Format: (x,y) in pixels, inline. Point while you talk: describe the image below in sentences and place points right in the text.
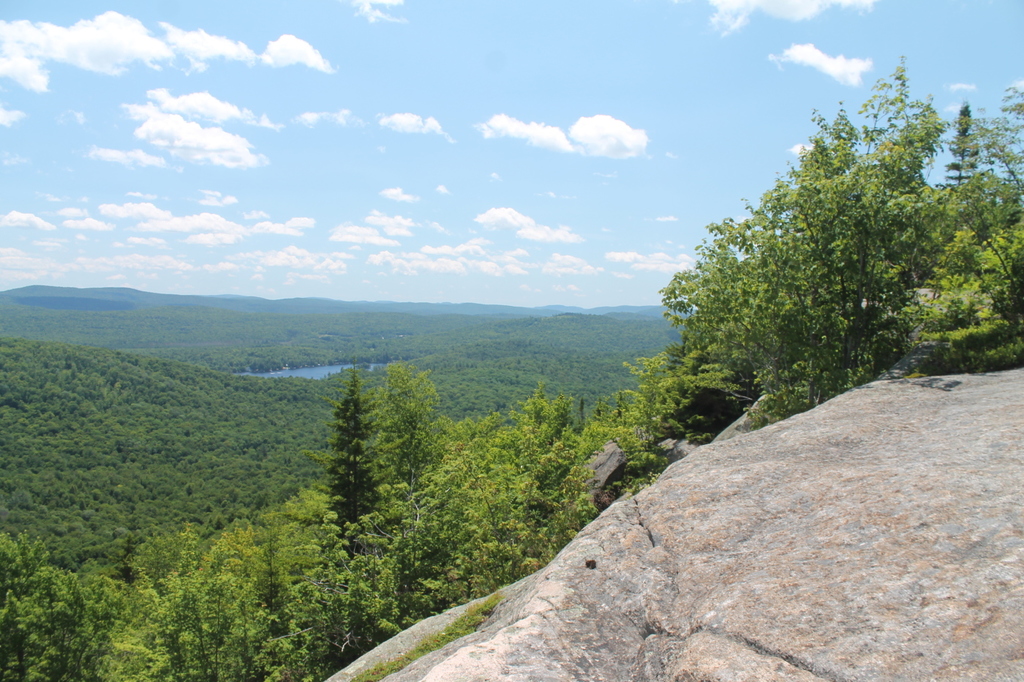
In this picture in the front (603,575) there is a stone (640,564). In the center (356,453) there are trees (461,411). There is water (310,376) and the sky (293,130) is cloudy.
